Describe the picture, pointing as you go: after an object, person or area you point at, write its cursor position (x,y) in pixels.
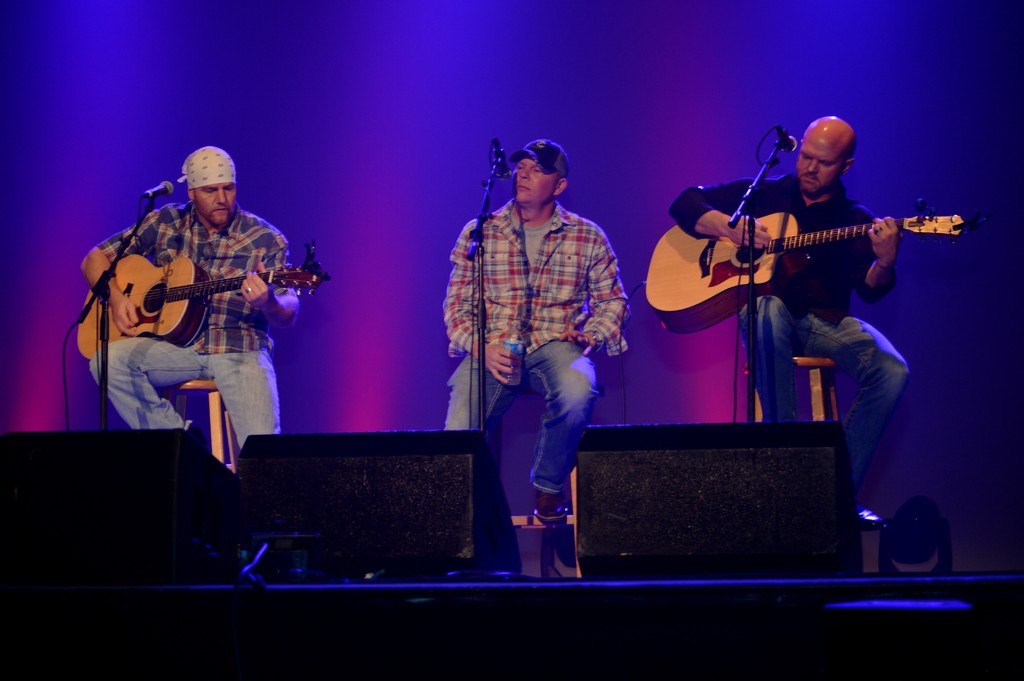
In this image there are three persons (517,218) are sitting on stool (822,412). Before them there is a mike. The middle person (475,364) is holding a drink (520,356) in his hand (500,370) and wearing a cap (540,148) on his head (523,190). Left side person (279,259) is playing guitar (165,336). Before them there are three speakers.
